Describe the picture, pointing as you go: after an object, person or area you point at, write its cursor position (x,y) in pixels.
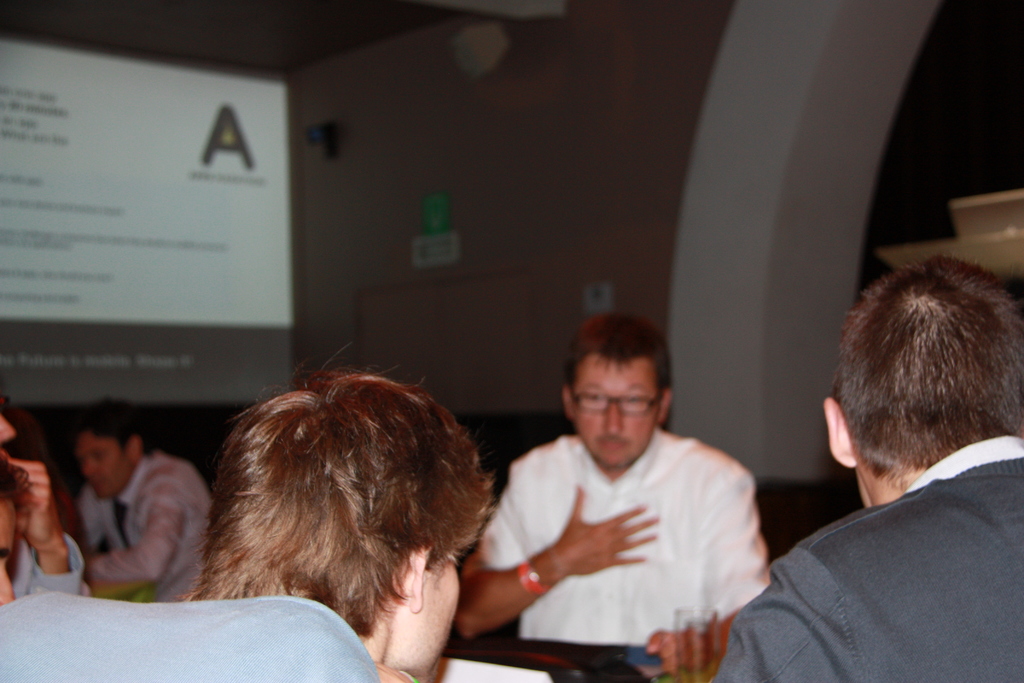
This is the picture of a room (176,453). In this image there are group of people (595,629) sitting. There is a glass (698,611) and paper (506,674) on the table (565,668). At the back (152,304) there is a screen (93,295). There is a camera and there is a board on the wall (515,252).
